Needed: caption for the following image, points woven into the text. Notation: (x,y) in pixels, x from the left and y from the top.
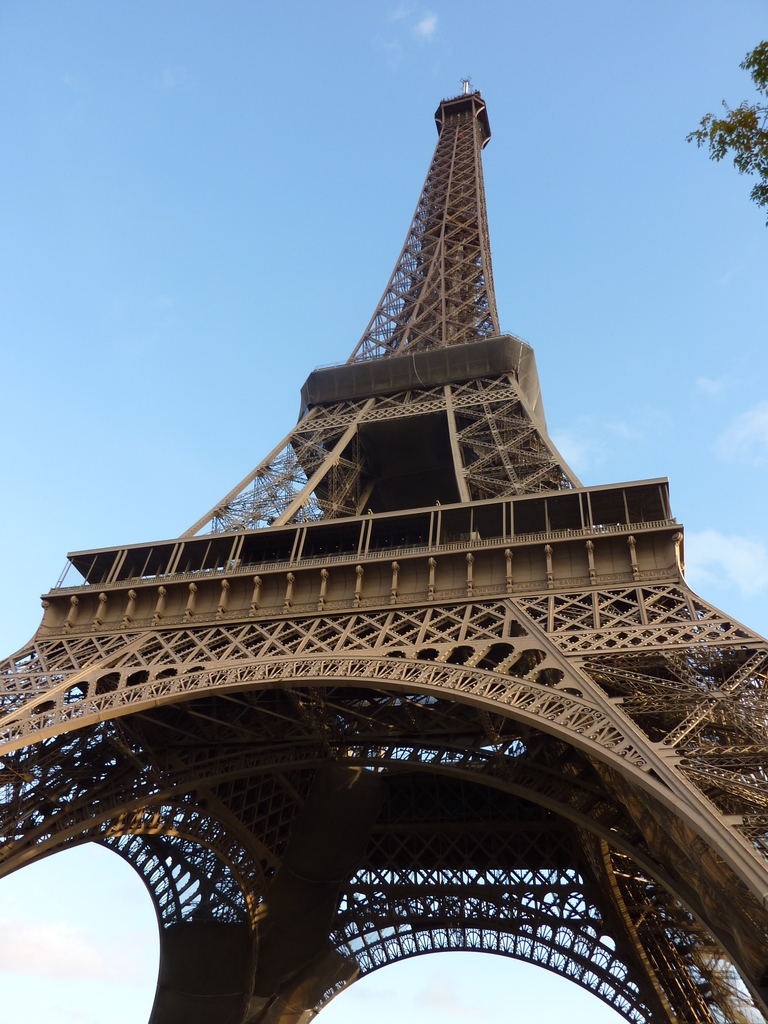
In the image there is a tower (340,547) and on the right side (749,126) there is a tree (731,128) visible and above its sky (186,261).
